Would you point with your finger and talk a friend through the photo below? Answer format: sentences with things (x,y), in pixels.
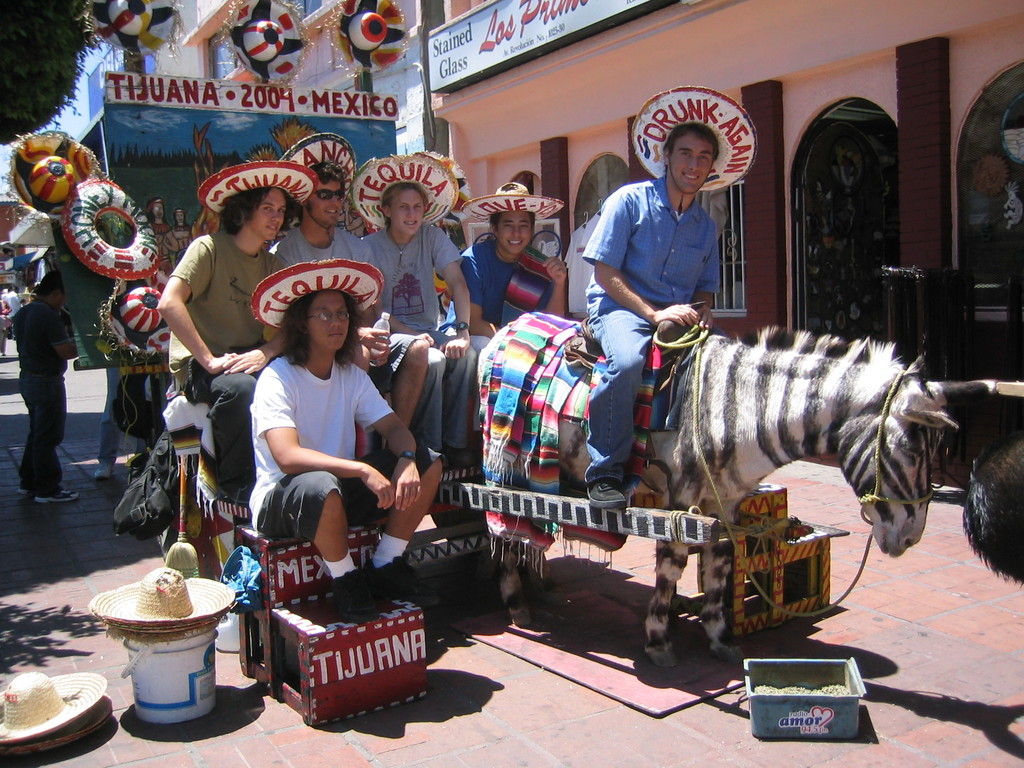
In this image there are buildings (880,103) towards the top of the image (830,154), there is a board (527,50) on the building (554,57), there is text (492,25) on the board (504,21), there is a donkey (728,420), there is a man (675,262) sitting on the donkey (660,443), there are persons (373,327) sitting on an object (379,643), there are persons (261,273) wearing a hat (703,120), there are persons (58,388) standing on the road (73,445), there are objects (74,705) on the road (711,754), there is an object (981,549) towards the right of the image (978,470).
